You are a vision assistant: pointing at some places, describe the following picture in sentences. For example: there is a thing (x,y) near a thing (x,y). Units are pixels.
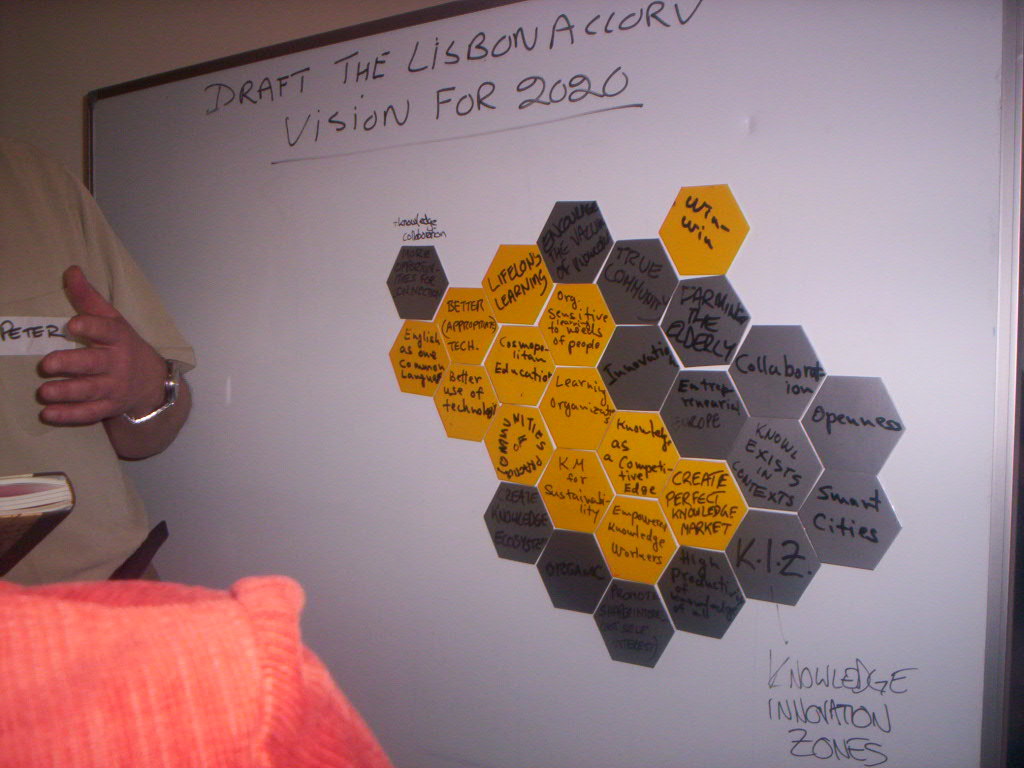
In this image, we can see a white board (428,417). On the board (764,752) we can see some text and few color objects (736,469). On the left side of the image (52,223), we can see a person (54,237), book (59,496) and cloth (169,716). Left side (76,60) top corner, there is a wall (124,39).
